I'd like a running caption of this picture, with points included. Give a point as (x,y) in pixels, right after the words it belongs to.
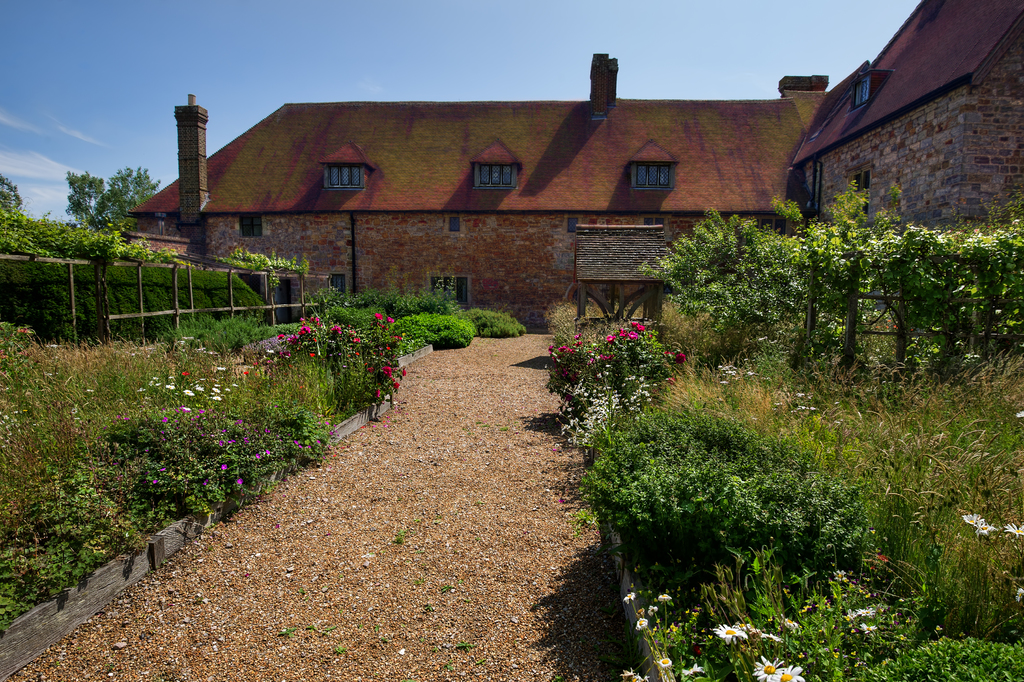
In the picture we can see a gravel path (419,533) on the either sides of the path (420,467) we can see different kinds of plants (107,436) with flowers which are different colors like red, pink, and white in color and behind it, we can see a railing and some plants (147,285) behind it and in the background (944,58) we can see house building (950,41) with windows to it and behind it we can see some trees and sky (576,15) with clouds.
